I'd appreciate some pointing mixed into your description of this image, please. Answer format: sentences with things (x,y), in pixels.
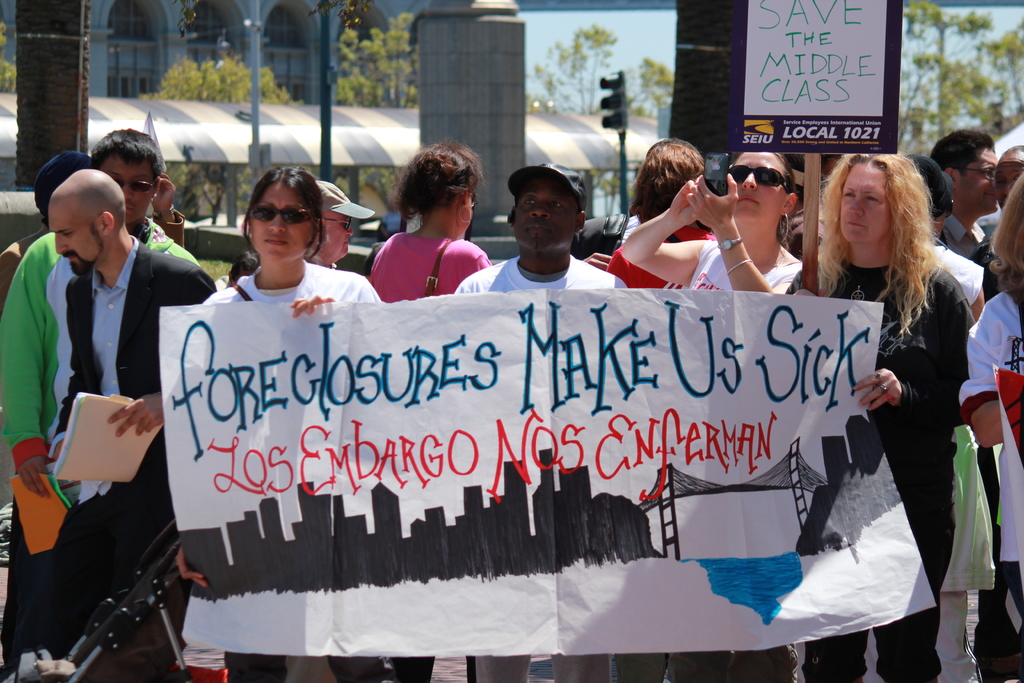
In front of the image there are people (357,659) holding the banners (562,529) and a placard (869,29). In the background of the image (606,146) there are traffic lights (615,107), buildings (576,121) and trees (63,88).
